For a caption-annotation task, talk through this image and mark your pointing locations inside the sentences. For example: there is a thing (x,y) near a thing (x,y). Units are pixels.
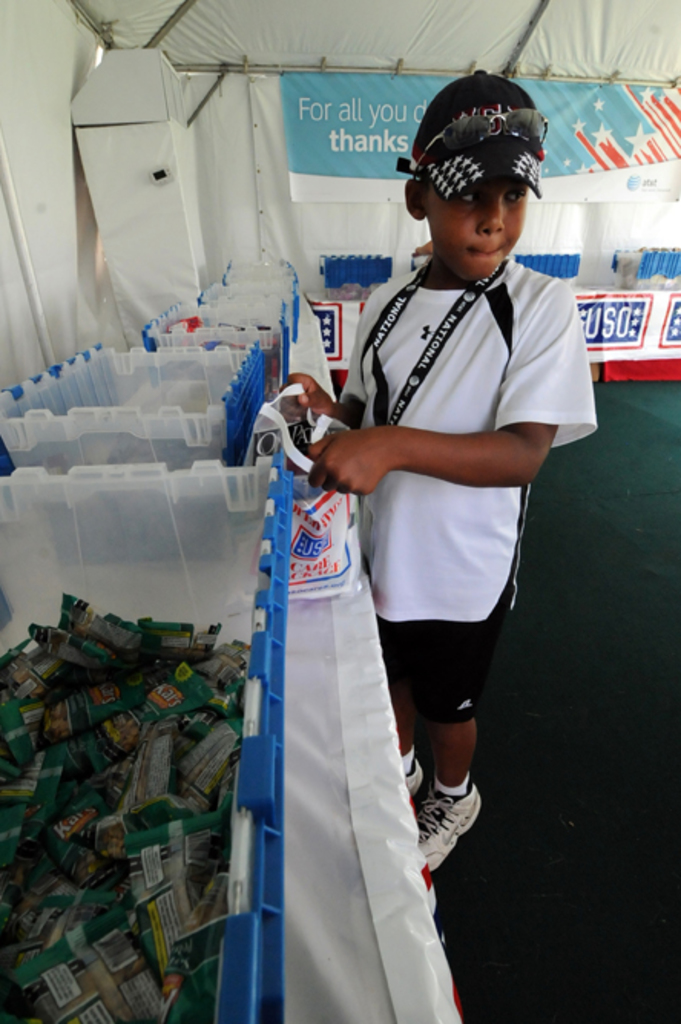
In this image I see a boy (510,125) who is wearing white colored t-shirt (364,361), black shorts (486,646), black color cap (512,153) and a shades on the cap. He is holding a cover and there are lot of containers (230,263). In the background (164,300) I can see the tent (1,222).
